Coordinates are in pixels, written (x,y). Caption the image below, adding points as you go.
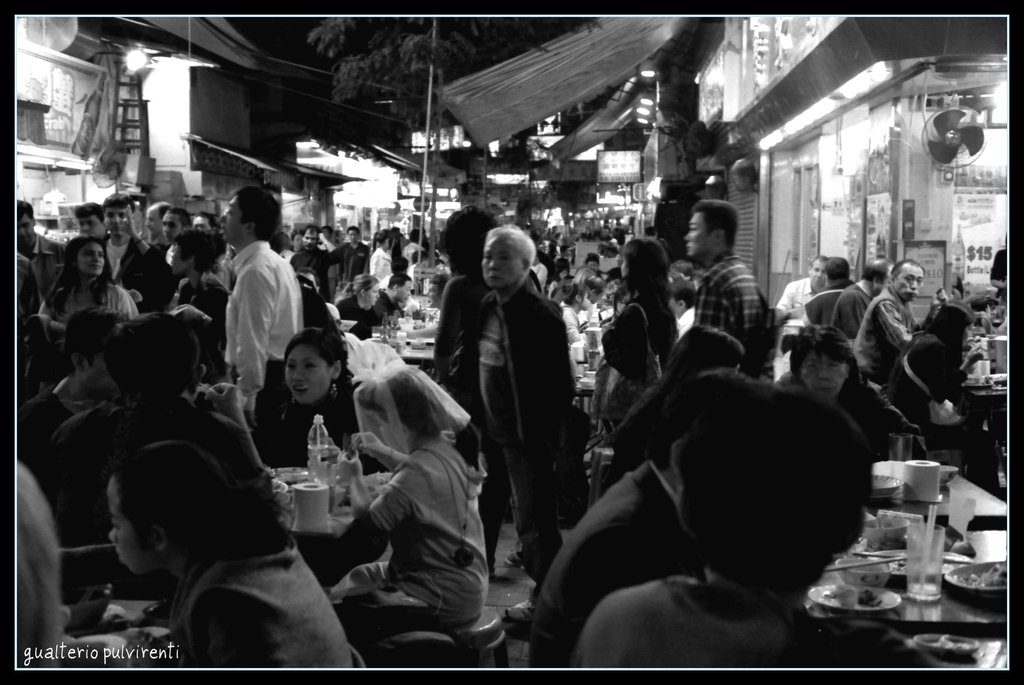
In this image we can see people (474,437) standing and some of them are sitting. We can see tables (898,581) and there are bottles (311,461), glasses (915,579), plates (882,591), bowls (887,573), napkins (931,478), chopsticks (878,560) and some food (960,572) placed on the tables (960,572). In the background (251,183) there are buildings (357,167), trees (407,65) and sky (314,53) and there are boards (629,159).
